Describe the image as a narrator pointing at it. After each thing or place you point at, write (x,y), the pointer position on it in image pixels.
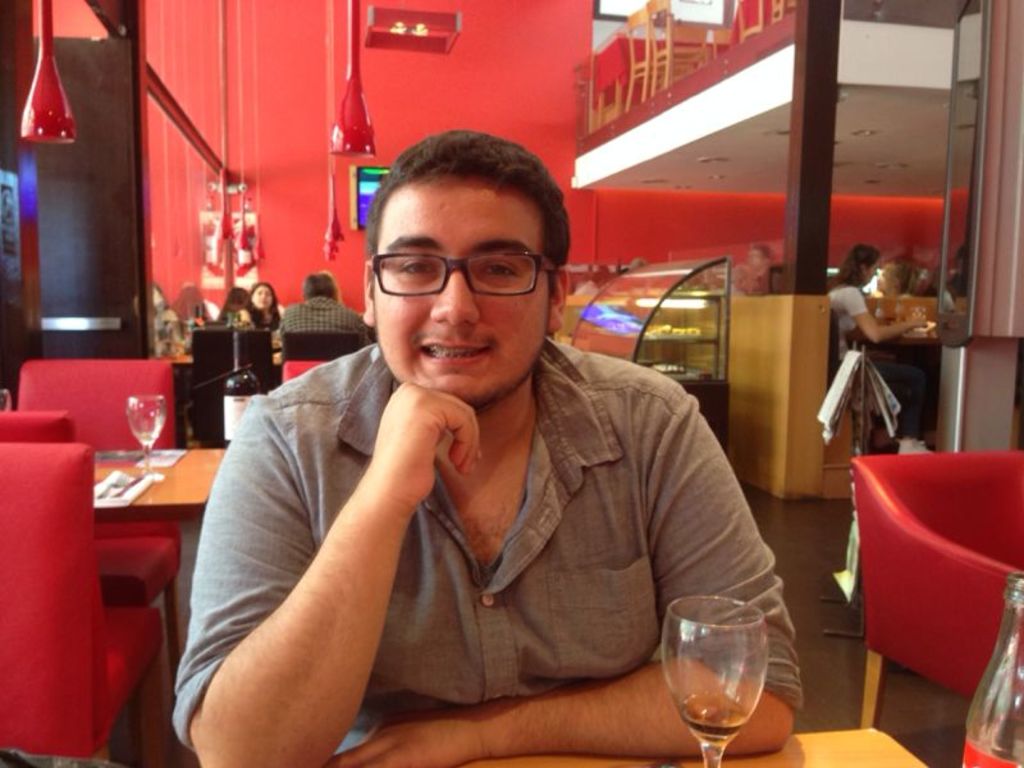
In the image we can see there is a person (529,453) sitting on the chair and on the table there is a wine glass (728,676) and wine bottle (1004,700). Behind there are other people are sitting on the chair (301,343).
